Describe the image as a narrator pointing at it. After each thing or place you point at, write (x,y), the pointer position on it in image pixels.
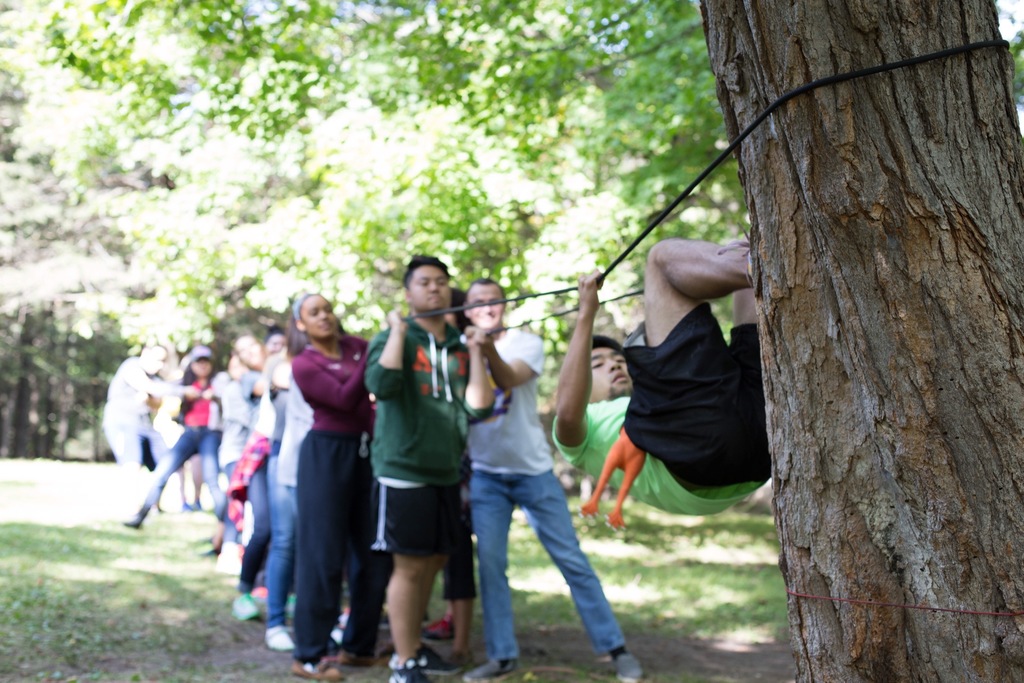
Here we can see people (392,444). These people (442,423) holding rope (547,292). Background (225,100) there are trees (503,6).
